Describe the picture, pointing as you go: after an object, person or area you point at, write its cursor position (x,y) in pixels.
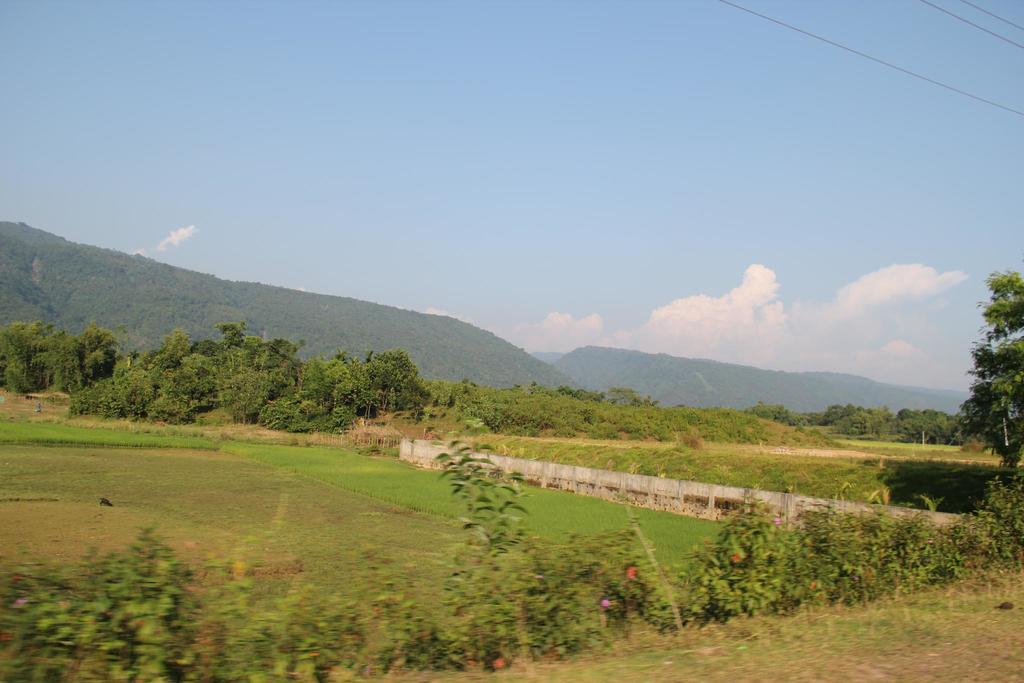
In the image we can see there is ground (377,518) which is covered with grass (406,494) and there are plants (886,539) and there are lot of trees (556,395). There is a wall (928,511) in the middle (434,446).
